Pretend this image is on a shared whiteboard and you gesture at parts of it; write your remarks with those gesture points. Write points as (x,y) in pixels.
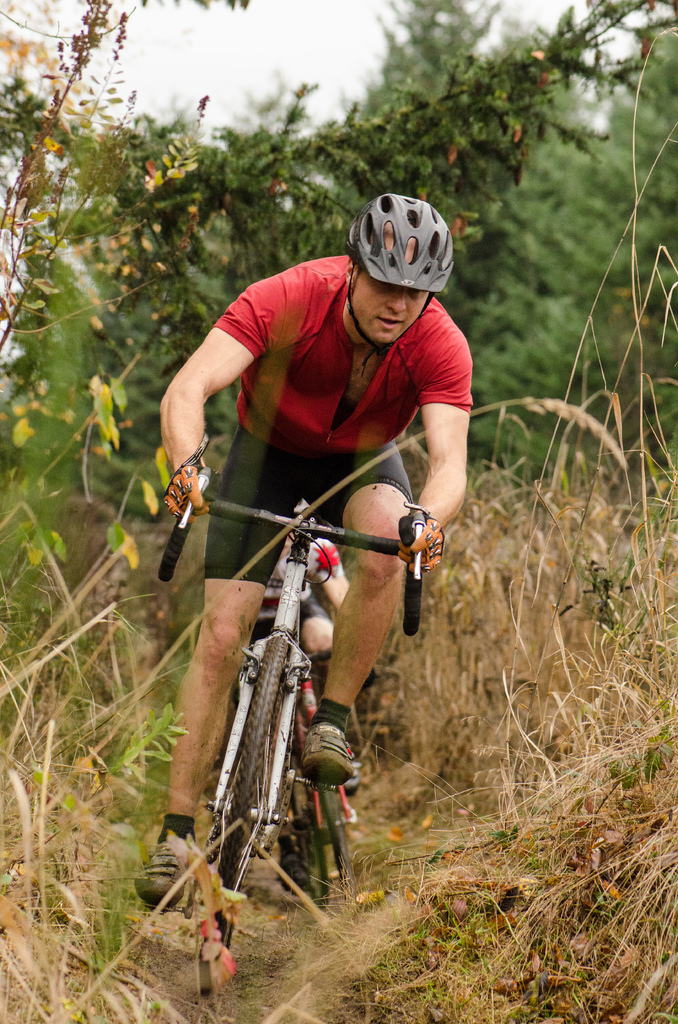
There is a person (336,302) in red color t-shirt (330,297), sitting on a bicycle (299,511) and cycling on the road (184,994). On both sides of the road (234,975), there are plants (570,503). In the background (156,202), there is another person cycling on the road (385,792), there are trees (260,197) and there is sky (213,48).
